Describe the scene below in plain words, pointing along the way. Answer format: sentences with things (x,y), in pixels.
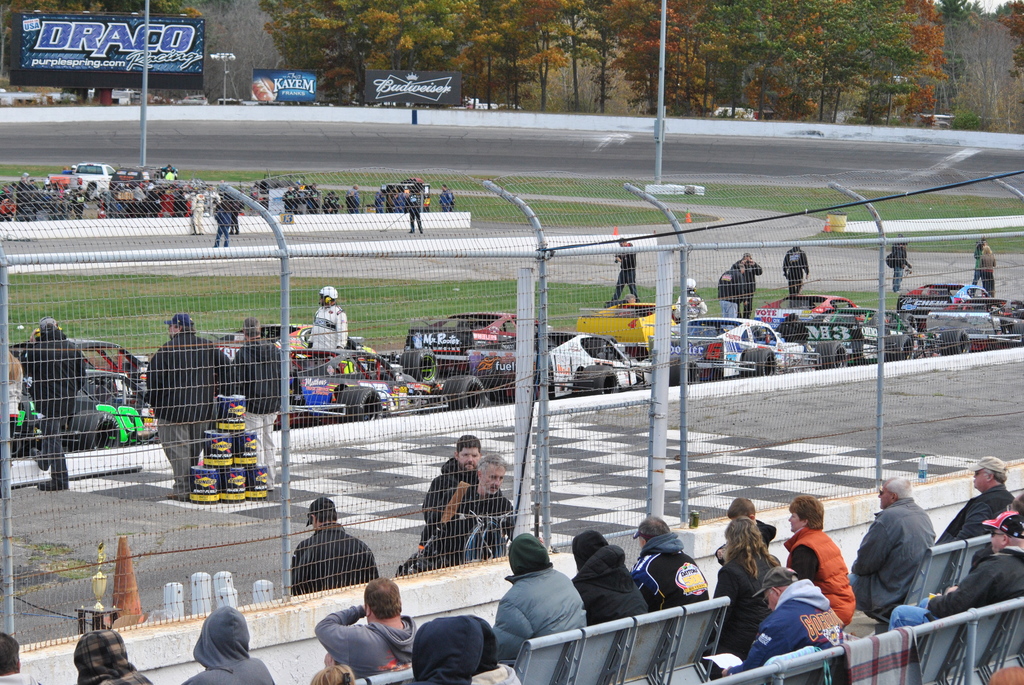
In this image we can see these people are sitting on the chairs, we can see the fence (113,575), cup (96,588), road cone (114,596), these people (50,373) standing, cars (939,295) on the grass (438,289), a few more people (177,214) here, we can see the poles (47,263), boards (114,82) and the trees (724,68) in the background (757,63).
